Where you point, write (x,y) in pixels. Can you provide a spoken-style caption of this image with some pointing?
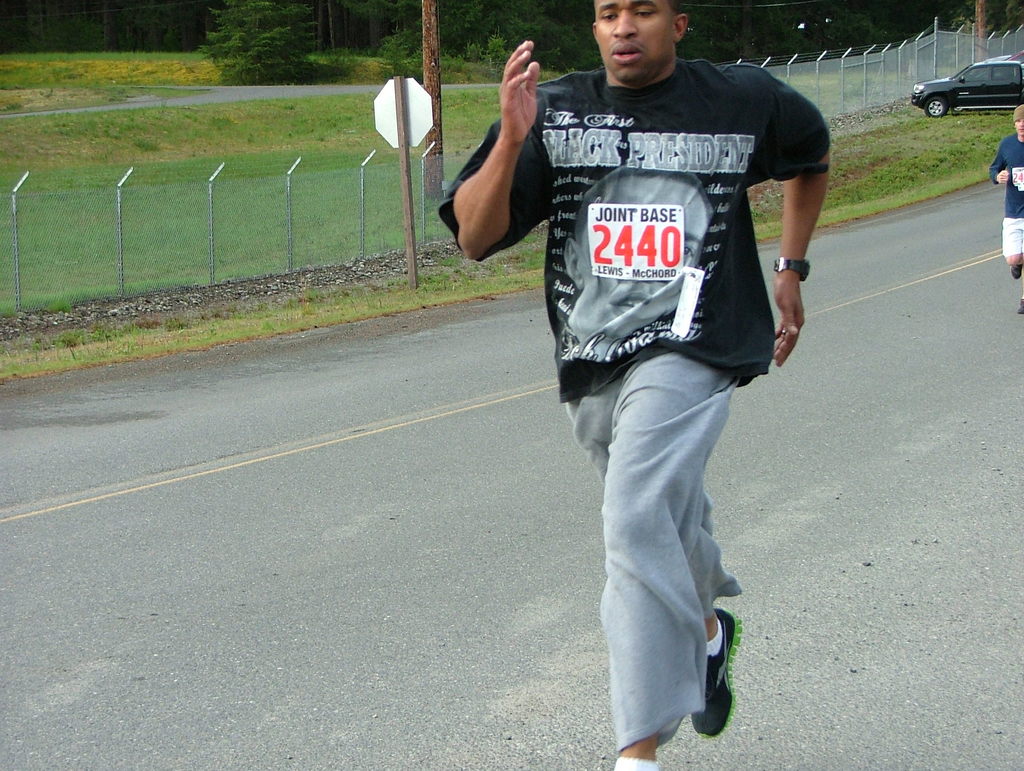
In this image we can see the two persons (630,448) running on the road (359,570), there are some trees (64,44), poles (402,128), fence (849,92), grass (471,103), board (417,137) and a vehicle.
